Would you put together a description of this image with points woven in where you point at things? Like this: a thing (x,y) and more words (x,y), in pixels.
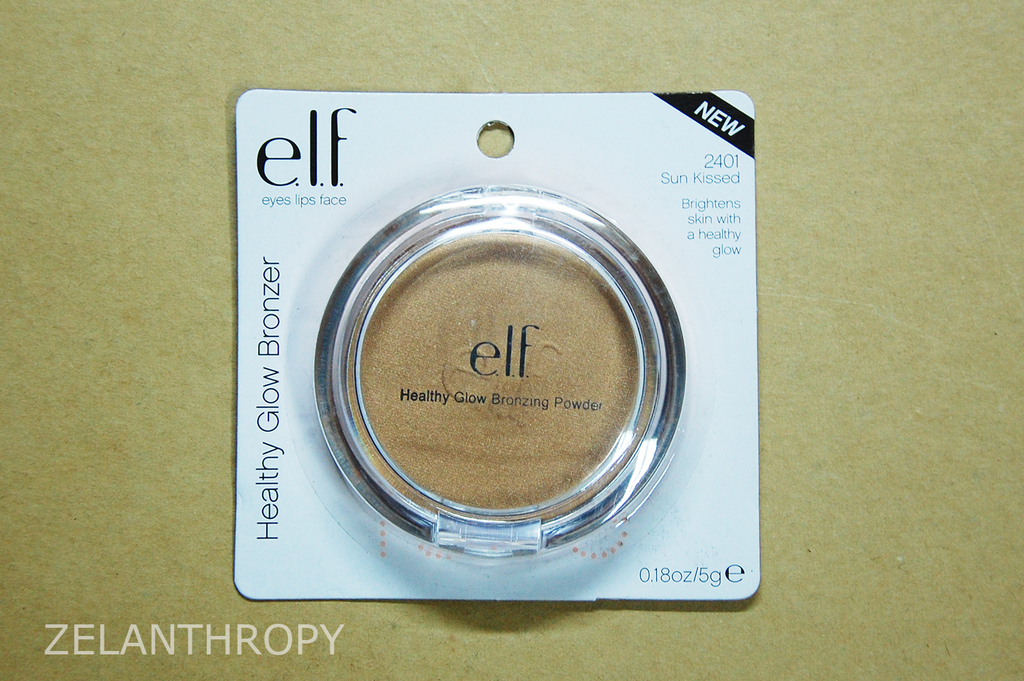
In this picture we can see a healthy glow bronzing powder (457,361) in a packet (328,346). We can see some text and numbers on this packet (448,178). There is a text (153,643) visible in the bottom left (179,638). We can see a creamy background (515,89).
